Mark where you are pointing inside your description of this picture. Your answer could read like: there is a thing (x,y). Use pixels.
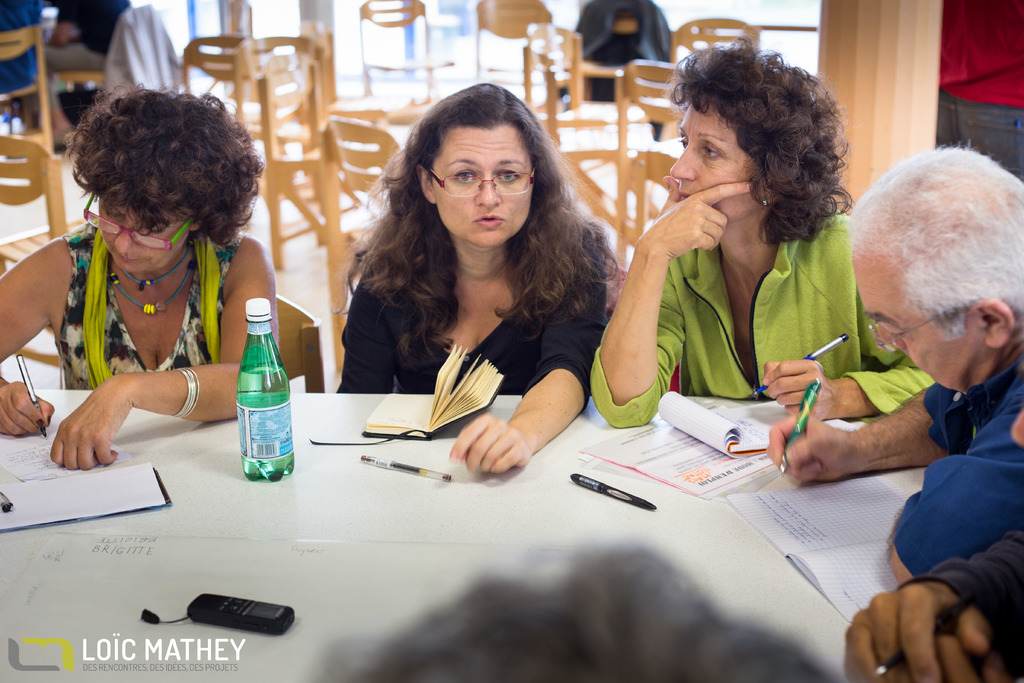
In this image I can see a table (349,515) and few people (660,286) are sitting around the table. The woman (111,305) who is at the left side (127,269) is writing something on the paper (32,446) with a pen (26,384). The man (888,323) who is on the right side (934,352) is also doing the same thing. On the table (395,519) I can see a bottle (259,371), books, pens (423,470) and one electronic device (263,620). In the background (268,45) there are some more tables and some chairs (319,79). On the top right of the image (856,37) I can see a pillar (890,85). There is a person (955,42) is standing just beside the pillar (936,80).
